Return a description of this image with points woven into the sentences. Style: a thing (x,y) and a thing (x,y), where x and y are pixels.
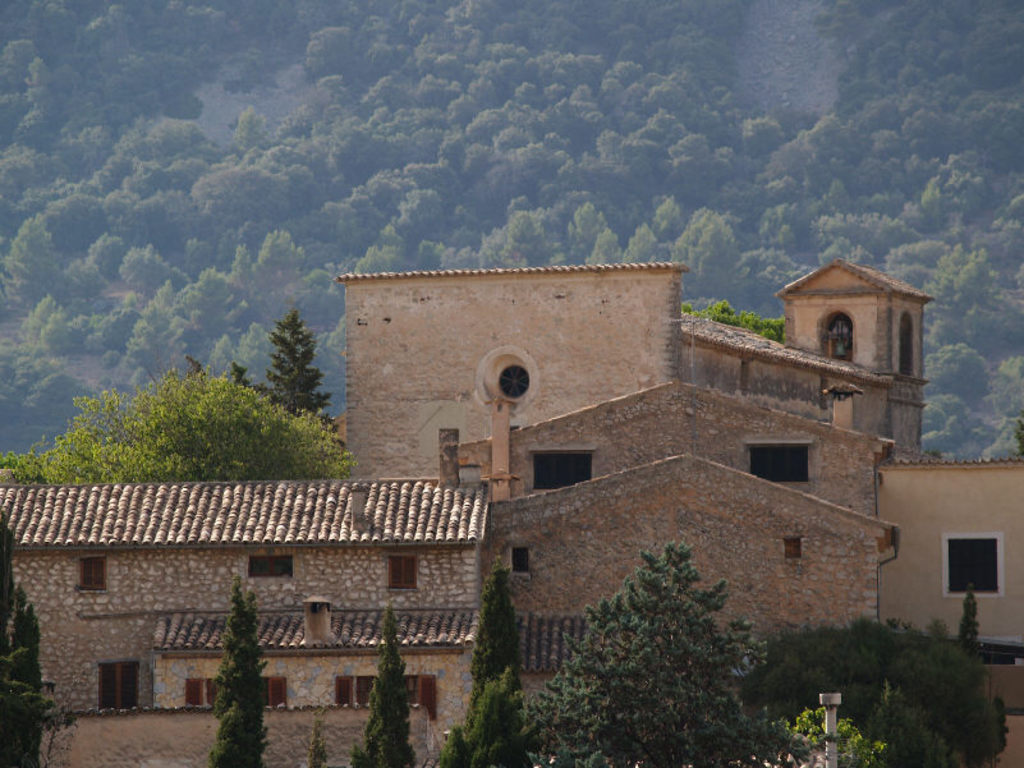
In this image in the front (595,695) there are trees (726,692). In the center (560,501) there are buildings (501,488) and in the background (434,250) there are trees (593,147).
